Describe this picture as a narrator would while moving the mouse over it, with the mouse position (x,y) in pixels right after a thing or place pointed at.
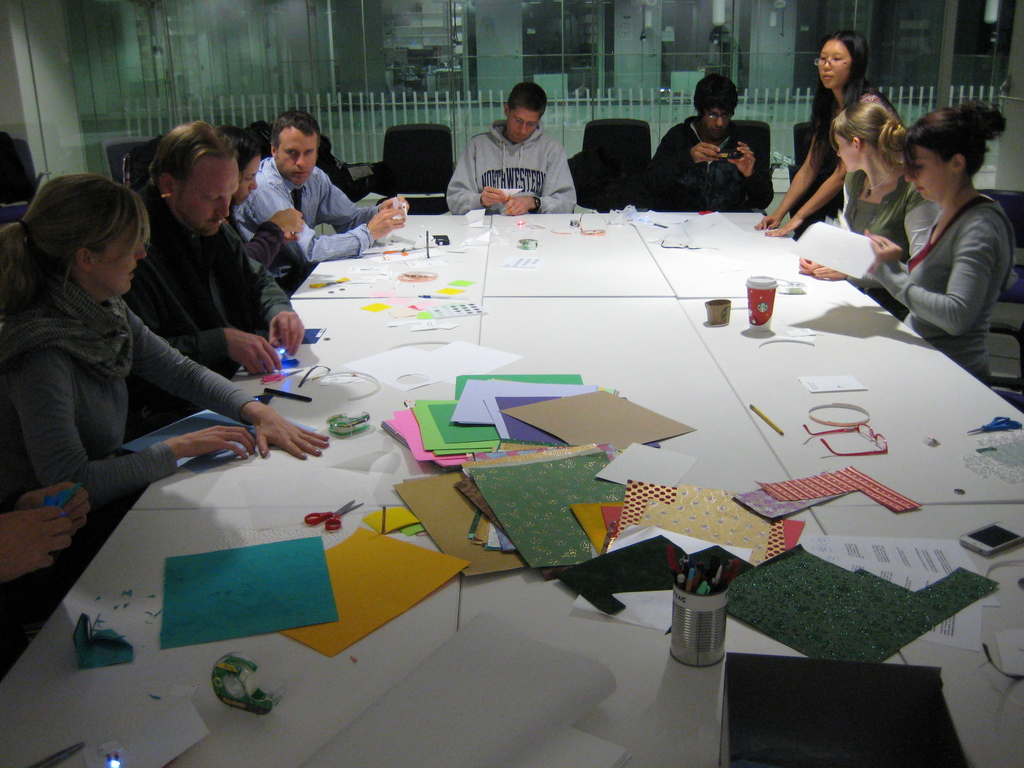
In this image, group of people (555,168) are sat on the chair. In the middle (644,328), there is a white table (567,336), many items (575,409) are placed. At the right side (865,82), a woman (848,83) is standing. Back Side, we can see a glass window (490,63).
